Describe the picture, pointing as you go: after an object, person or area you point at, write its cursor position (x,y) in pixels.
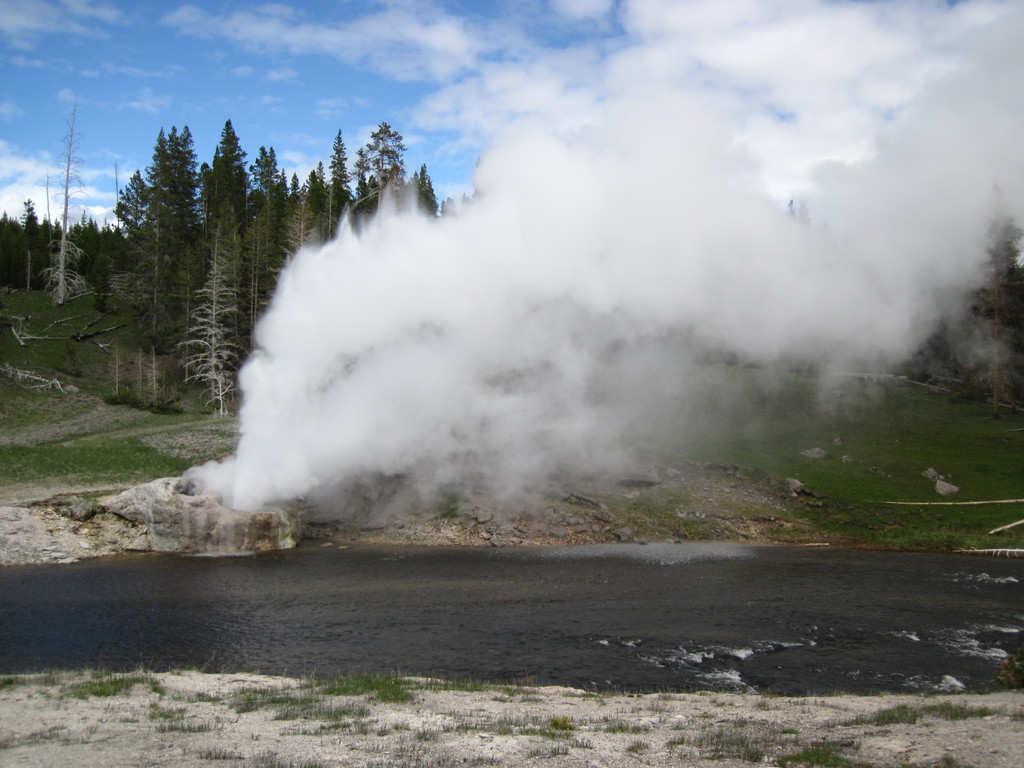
In this image, I can see water (550,674), smoke (428,396) and trees (231,233) on a hill (788,425). In the background (392,101), there is the sky (383,84).
